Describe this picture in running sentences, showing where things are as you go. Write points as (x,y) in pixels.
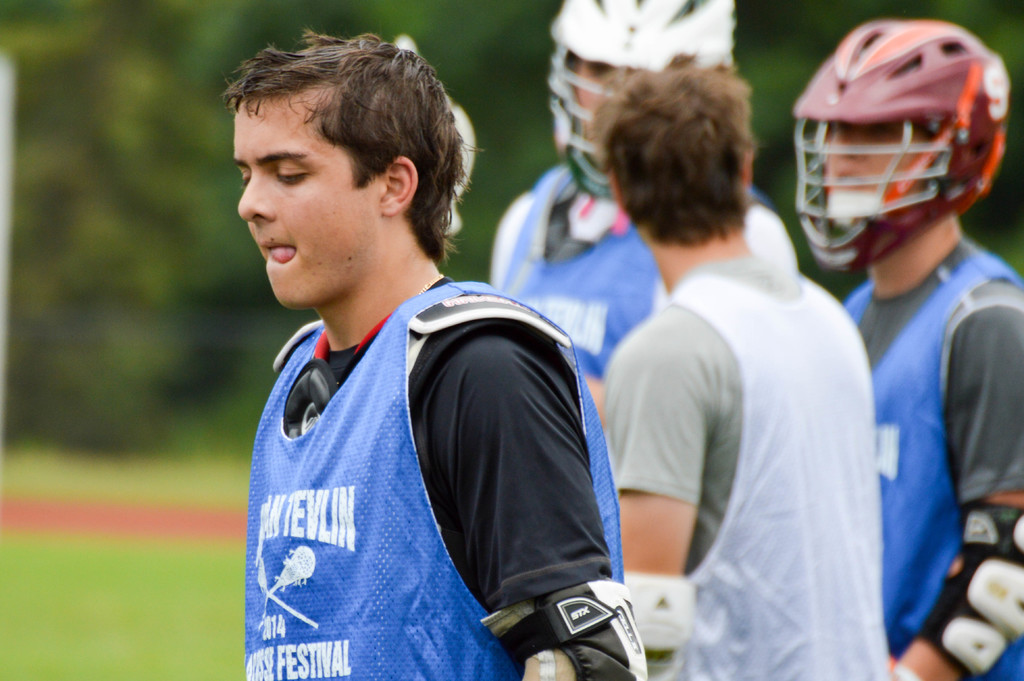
In this image I can see the group of people (626,394) with dresses (513,395) and two people (834,117) with helmets (834,117). In the background (164,90) I can see many trees (155,160) and the background (154,189) is blurred.
